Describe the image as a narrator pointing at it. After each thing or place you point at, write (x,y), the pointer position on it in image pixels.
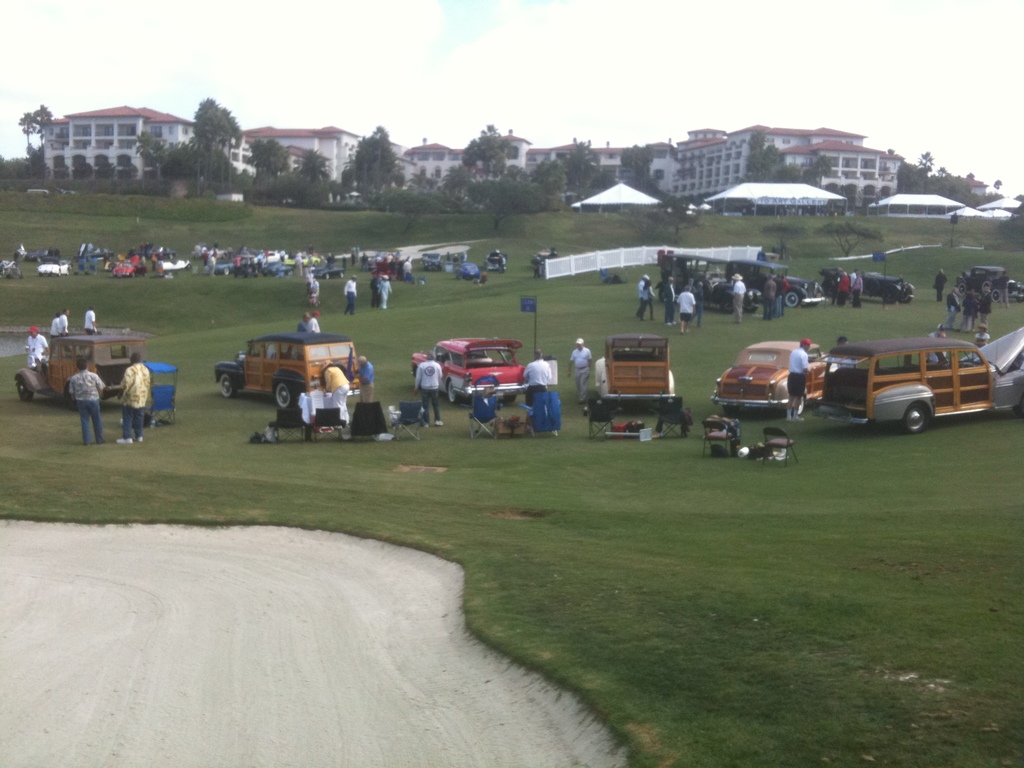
In the picture I can see grass (161,221), sand (52,766), some group of persons (581,355) standing, there are some vehicles (611,376) parked and in the background of the picture (349,135) there are trees (189,149), buildings (693,152).
